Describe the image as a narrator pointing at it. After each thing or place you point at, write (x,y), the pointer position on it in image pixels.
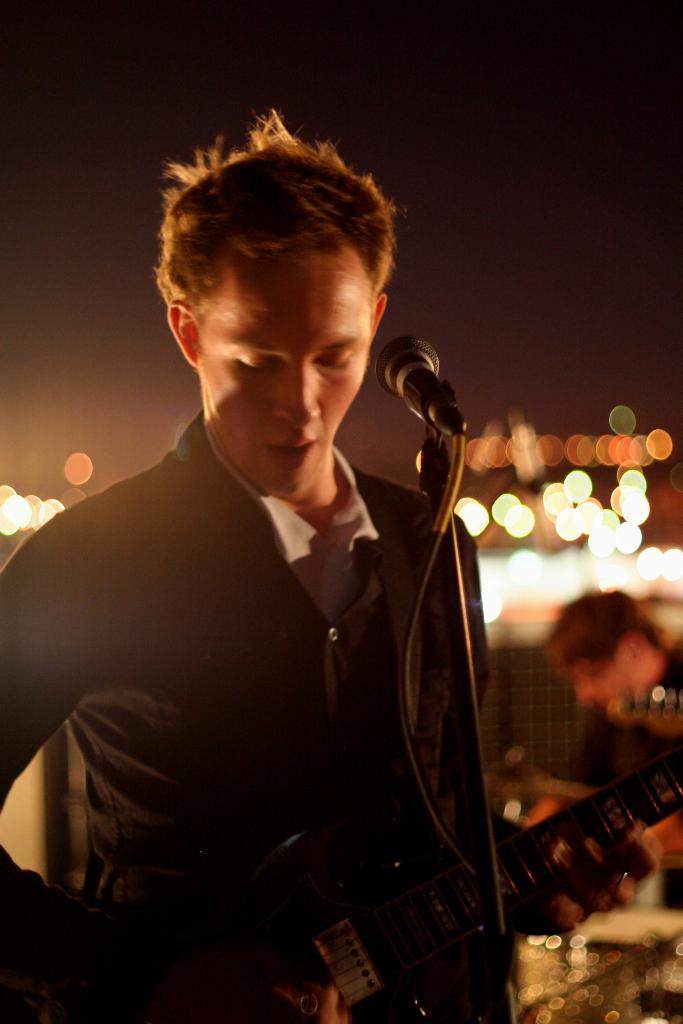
In this picture we can see a man (13,966) who is playing guitar (468,874). This is mike (427,383) and there are lights (627,503).
